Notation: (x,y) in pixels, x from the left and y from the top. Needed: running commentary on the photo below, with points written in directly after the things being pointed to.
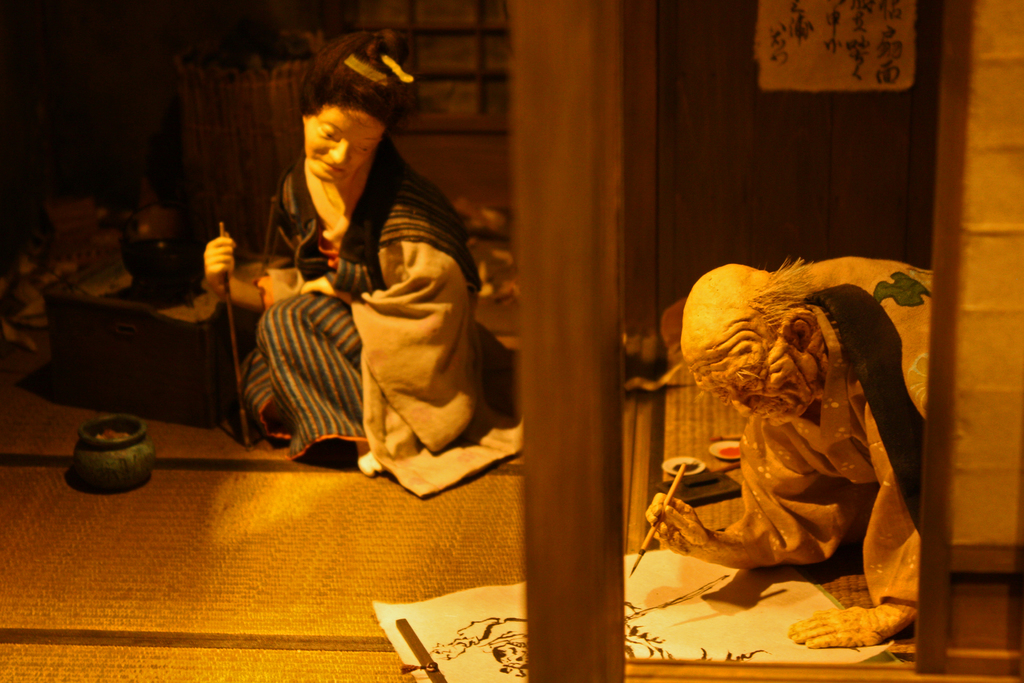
In this picture I can see two statues (752,390), on the left side (88,452) it looks like a pot (130,433). At the bottom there is a paper (830,653) with a painting (506,657).
